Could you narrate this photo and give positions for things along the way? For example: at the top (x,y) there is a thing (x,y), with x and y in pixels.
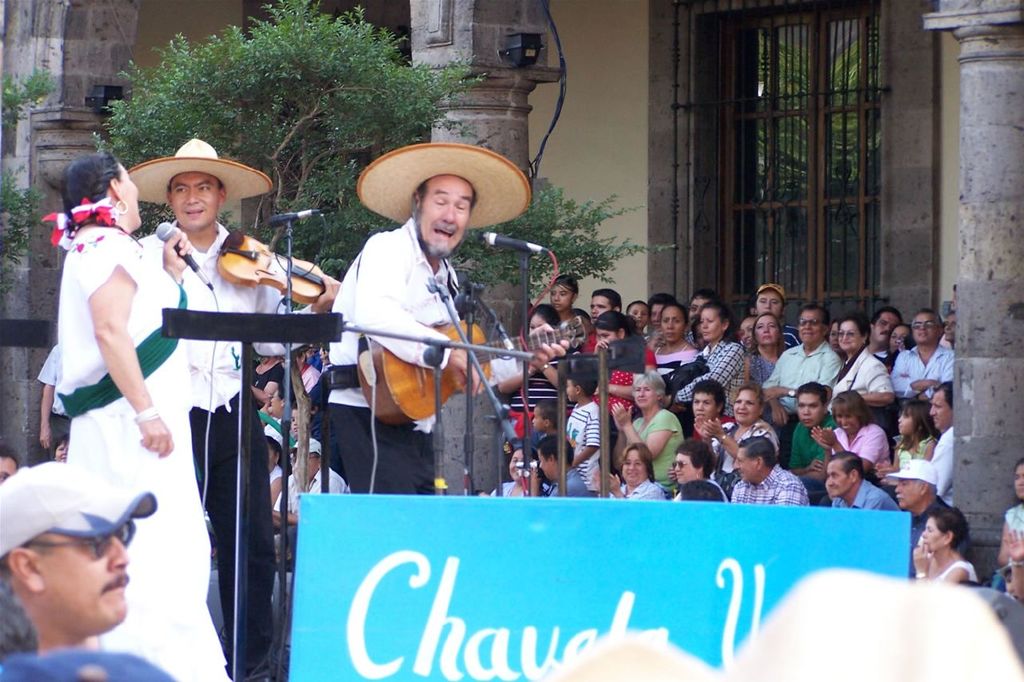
This picture is clicked outside. In the foreground (467,607) we can see the text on the banner (608,550) and we can see the group of people (112,529). On the left (112,342) we can see the group of people (162,377) standing and we can see the two people (220,179) wearing hats (181,161) and holding a guitar (413,388) and a violin (225,258) and standing and we can see a person (157,256) holding a microphone (207,287) and standing and we can see the microphones (317,214) are attached to the metal stands (512,424). On the right (866,335) we can see the group of people (761,422) seems to be sitting. In the background (958,210) we can see the building (613,95), metal rods (749,103), pillars (1,47) of the building (415,49) and we can see the trees (330,206) and some objects (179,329).
